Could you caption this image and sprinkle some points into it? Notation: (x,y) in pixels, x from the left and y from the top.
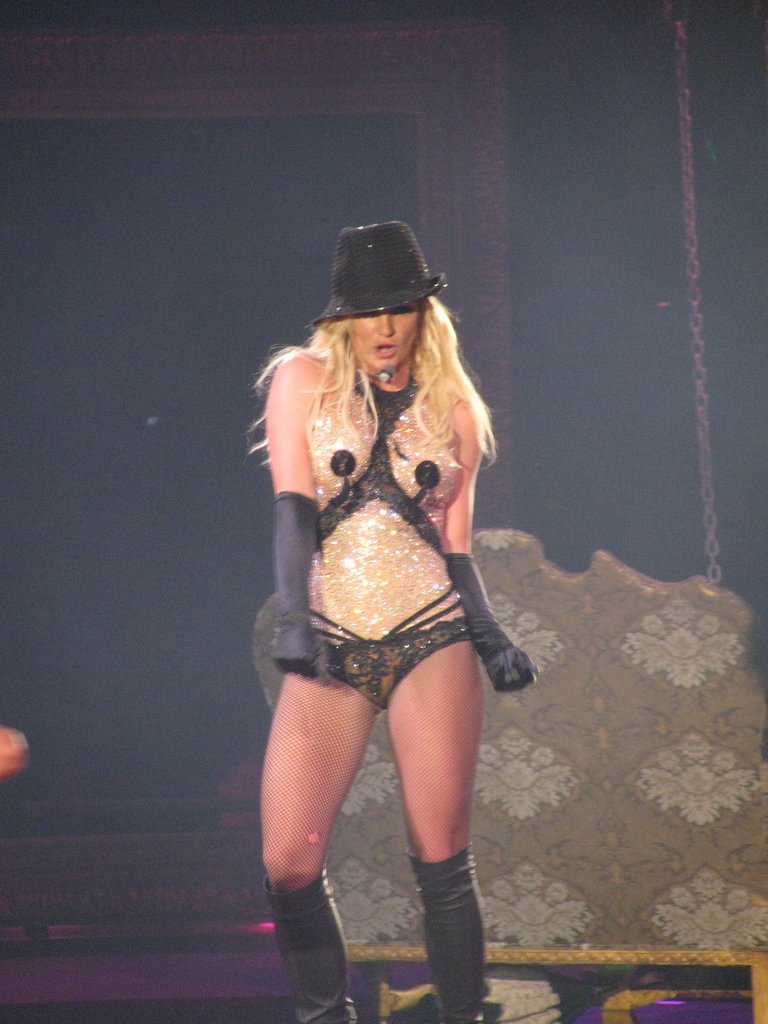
In this image, we can see a woman (373,601) is singing and dancing. She wore a hat (394,265), microphone (394,367) and gloves (312,639). Background (487,820) we can see few things (637,775), chain (713,524) and dark view.
